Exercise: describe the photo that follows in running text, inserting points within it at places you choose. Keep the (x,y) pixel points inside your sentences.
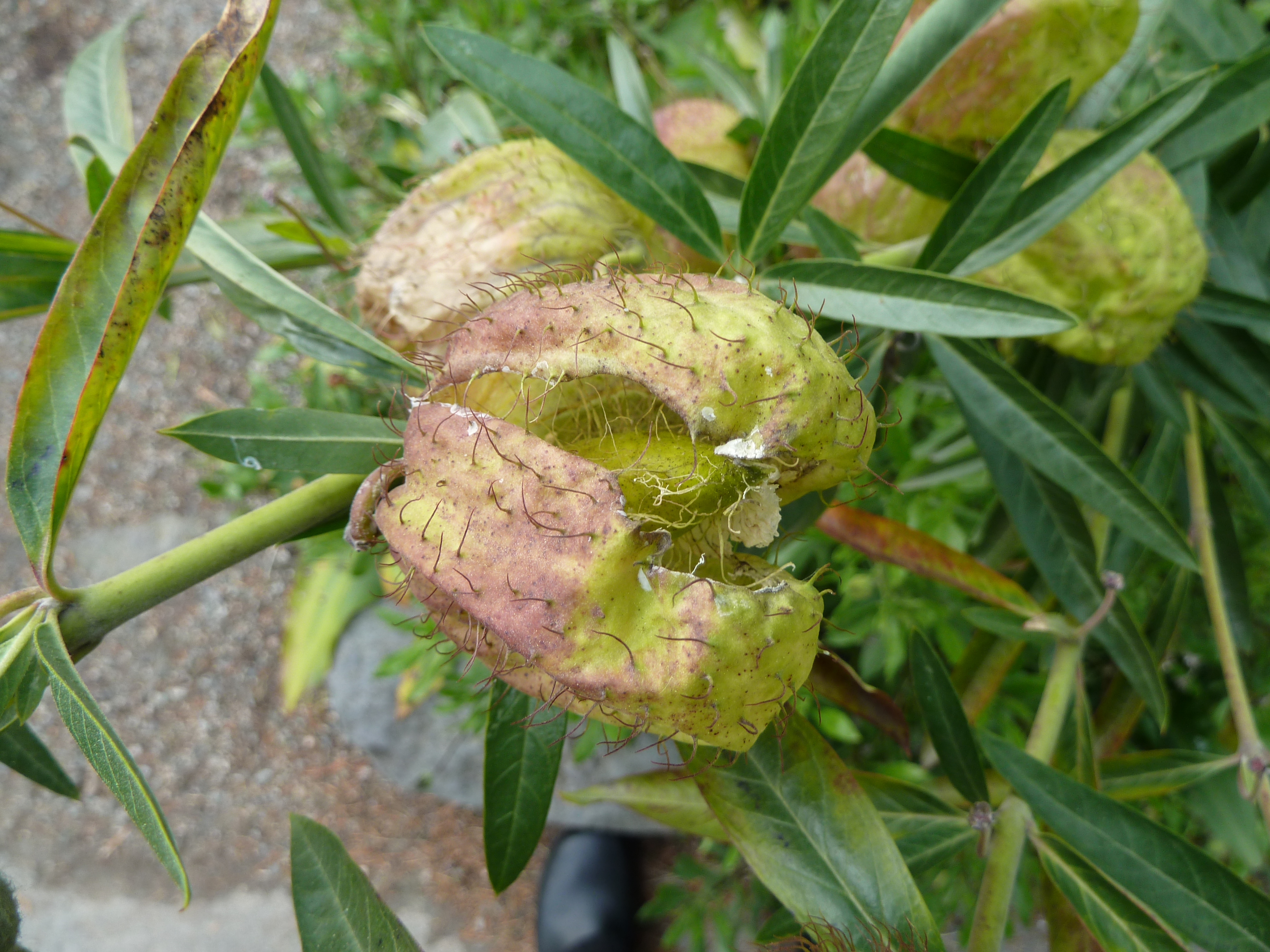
On the right side (1195,195), there is a plant (1063,151) having fruits (1063,151) and green color leaves (1031,557). Besides this plant (961,295), there are other plants (722,886). On the left side (150,769), there is dry land (138,886).
